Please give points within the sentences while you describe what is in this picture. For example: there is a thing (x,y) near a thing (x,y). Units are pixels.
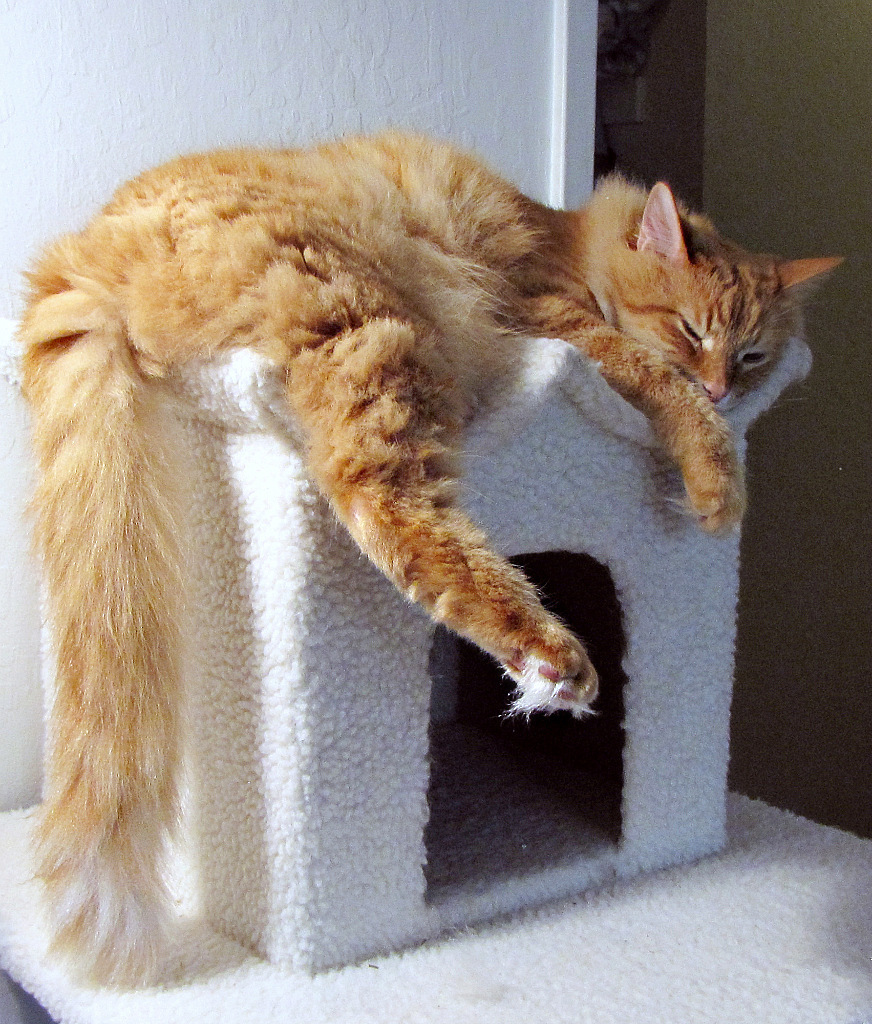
In this image we can see a cat (715,293) lying on the pet house (628,732). In the background (415,108) we can see walls (824,636).
